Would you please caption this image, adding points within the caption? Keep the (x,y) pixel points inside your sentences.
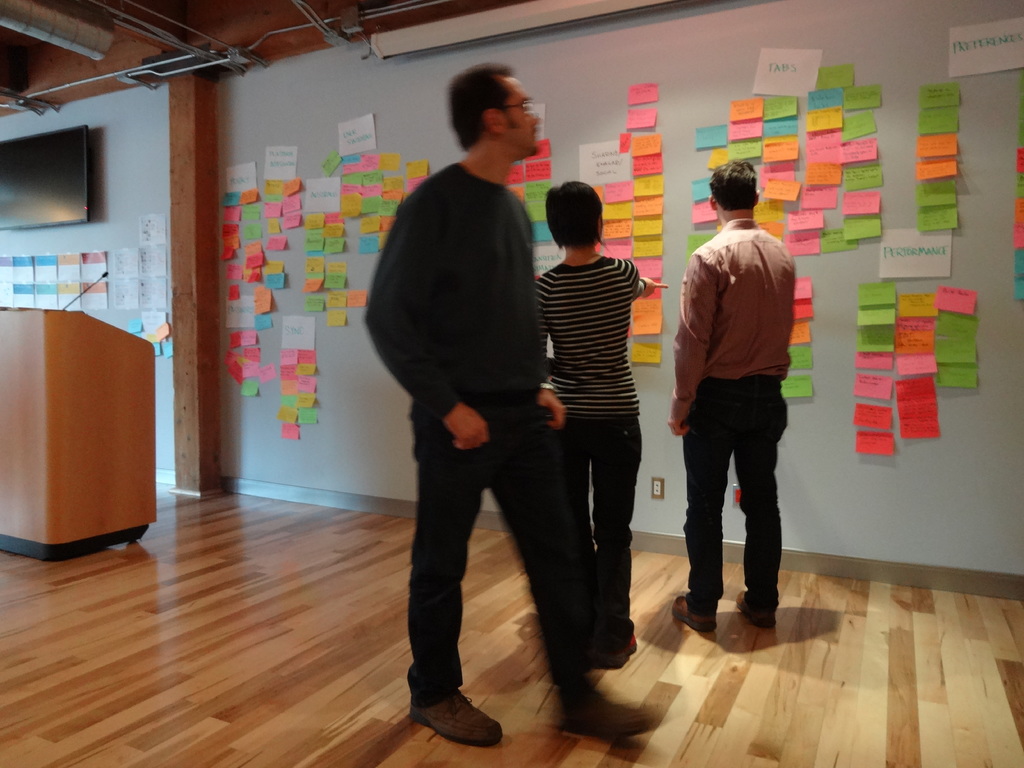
There are three people (630,314) standing. This looks like a podium (51,318) with a mike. I think these are the colorful papers (349,188) attached to the wall (888,134). On the left side of the image (80,210), I can see a television (89,189), which is fixed to the wall (149,159). At the top of the image (216,17), I think this is the ceiling (216,12). This looks like a wooden floor (288,594).
